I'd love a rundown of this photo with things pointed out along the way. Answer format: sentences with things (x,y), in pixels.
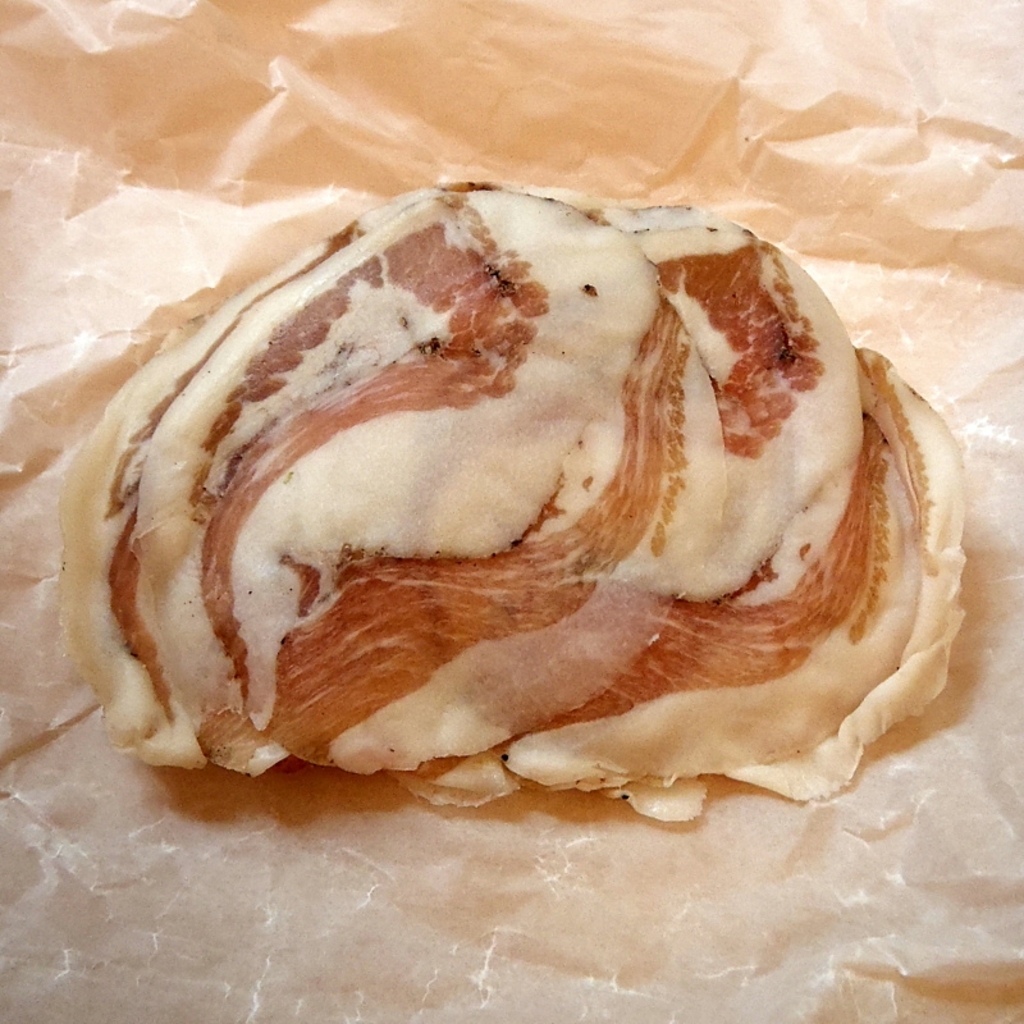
In this image, we can see food (397,528) on a paper (984,228).
